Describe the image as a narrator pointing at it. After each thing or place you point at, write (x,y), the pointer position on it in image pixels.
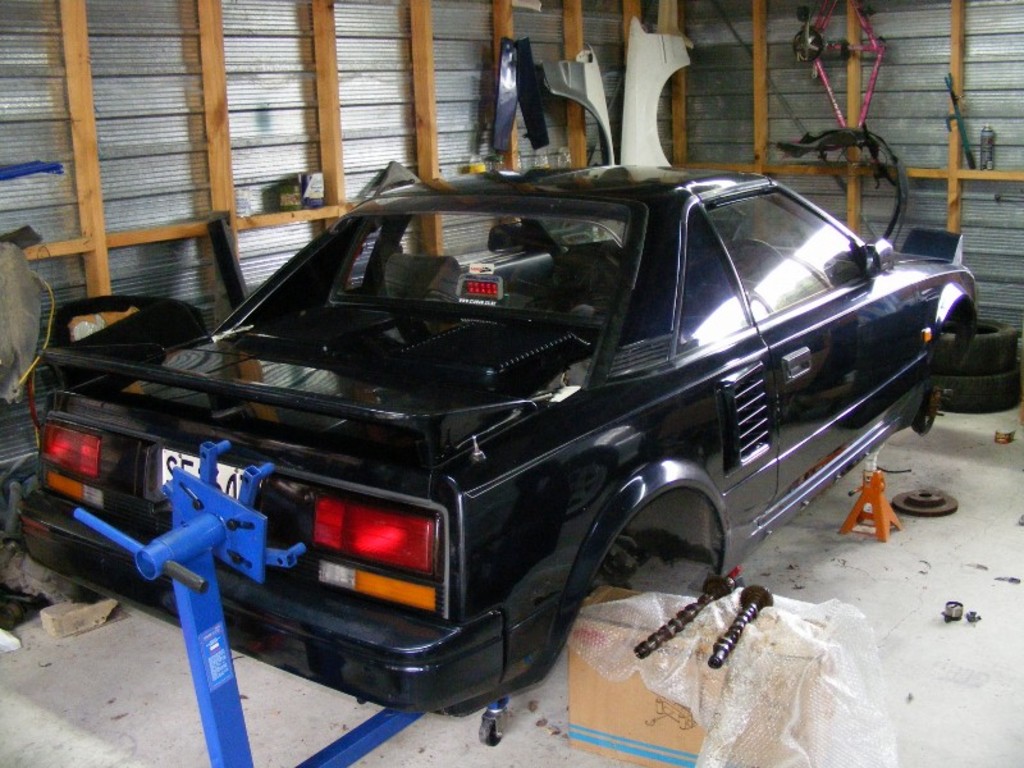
In this image I can see the floor (924,621), a cardboard box (635,703), a jack (882,507) and a car (742,468) which is black in color. In the background (269,82) I can see the walls (252,106), few tools (953,113), few spare parts (816,145) and two tires (962,379) which are black in color.
